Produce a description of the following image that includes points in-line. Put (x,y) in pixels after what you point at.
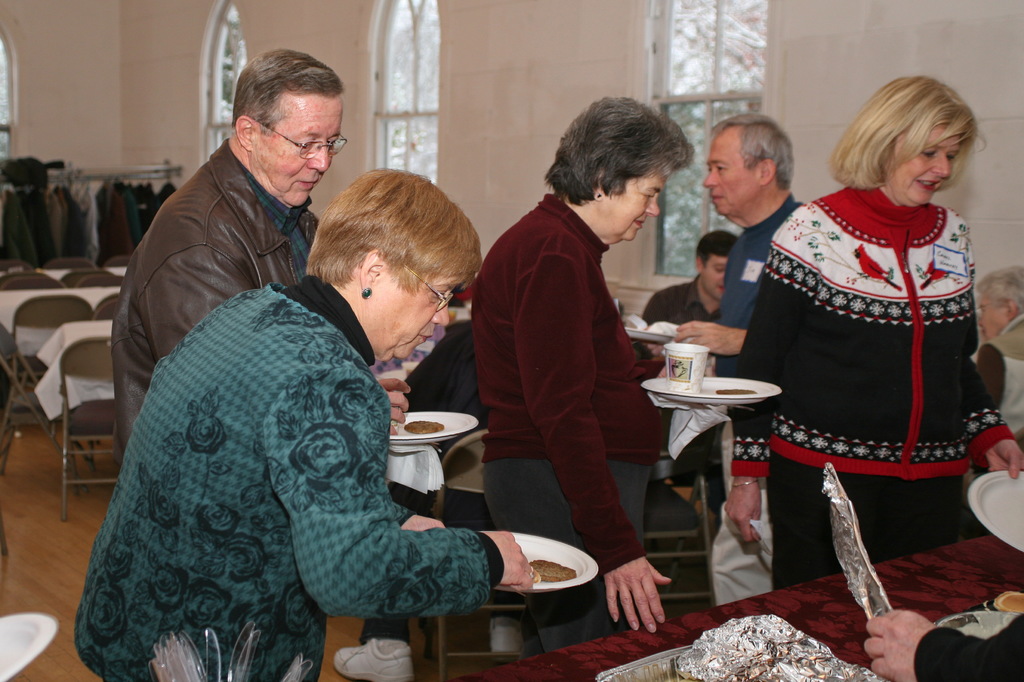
In this image in the center (483,272) there are persons (487,365) standing and sitting. In the front (371,555) there is a woman (312,483) standing and holding a plate (550,567). In the background (41,294) there are chairs (67,309) and there are tables (67,329) and there are clothes (86,207) hanging and there are windows (697,71).
